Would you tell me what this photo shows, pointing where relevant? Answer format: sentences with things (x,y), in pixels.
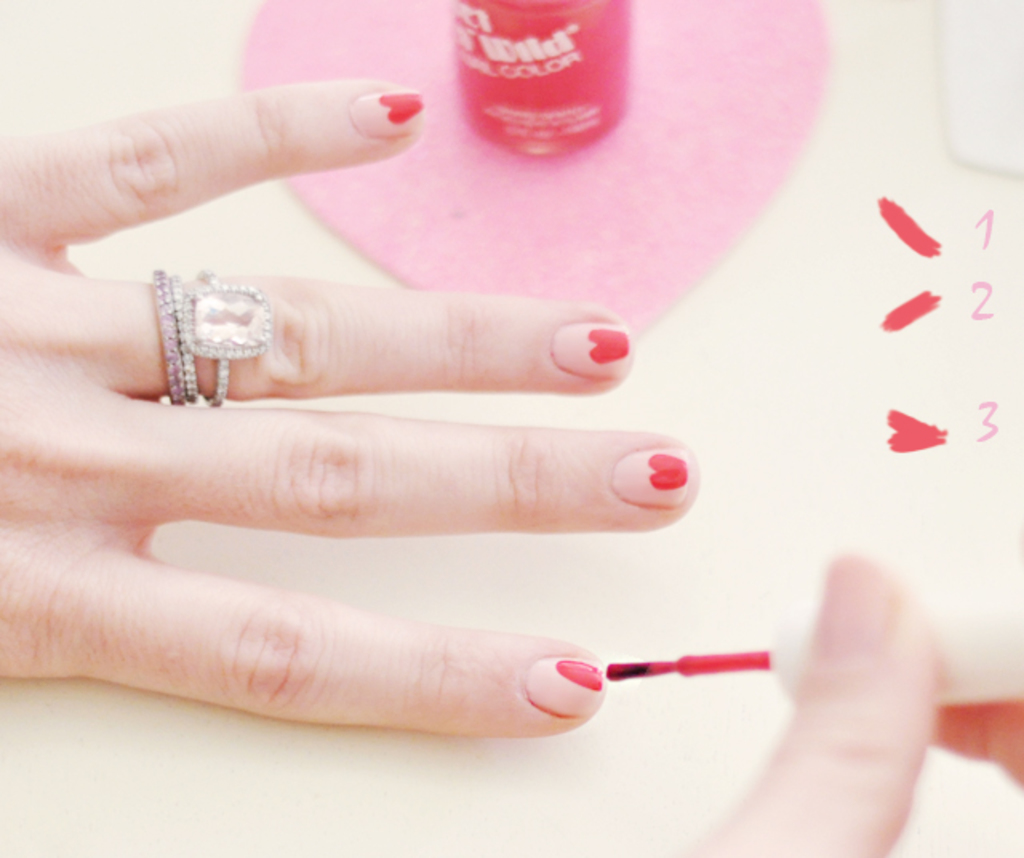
In this image I can see human hands (205,411). I can see few rings (213,330) to the finger (163,362). I can see the cream colored surface (809,365) and on it I can see a pink colored cloth (673,192). On the cloth (630,199) I can see the red colored nail polish bottle (525,54).
